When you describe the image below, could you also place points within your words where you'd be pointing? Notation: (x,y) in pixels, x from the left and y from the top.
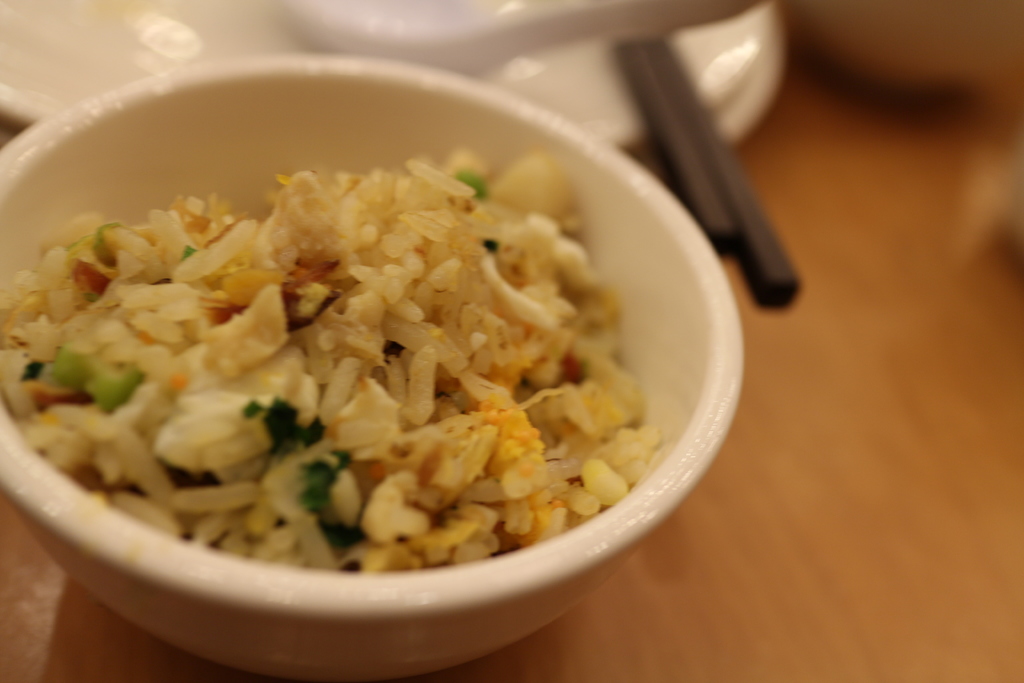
The picture consists of a table (815,109), on the table (800,98) there are chopsticks (688,101), plates (599,73), spoons (529,53) and a bowl (301,121) of rice (231,398).
